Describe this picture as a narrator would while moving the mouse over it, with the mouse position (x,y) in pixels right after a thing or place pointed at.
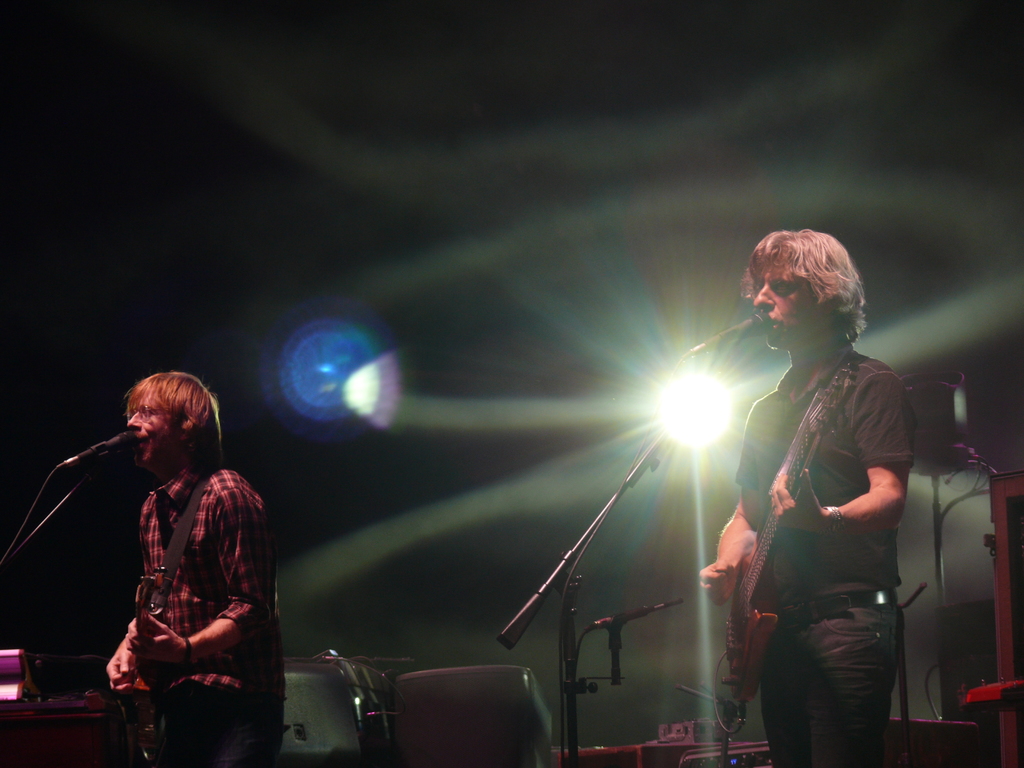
In this image i can see there are two persons (804,344) standing on the floor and holding a guitar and stand in front of a mike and background (710,416) there is light (724,406) visible.
